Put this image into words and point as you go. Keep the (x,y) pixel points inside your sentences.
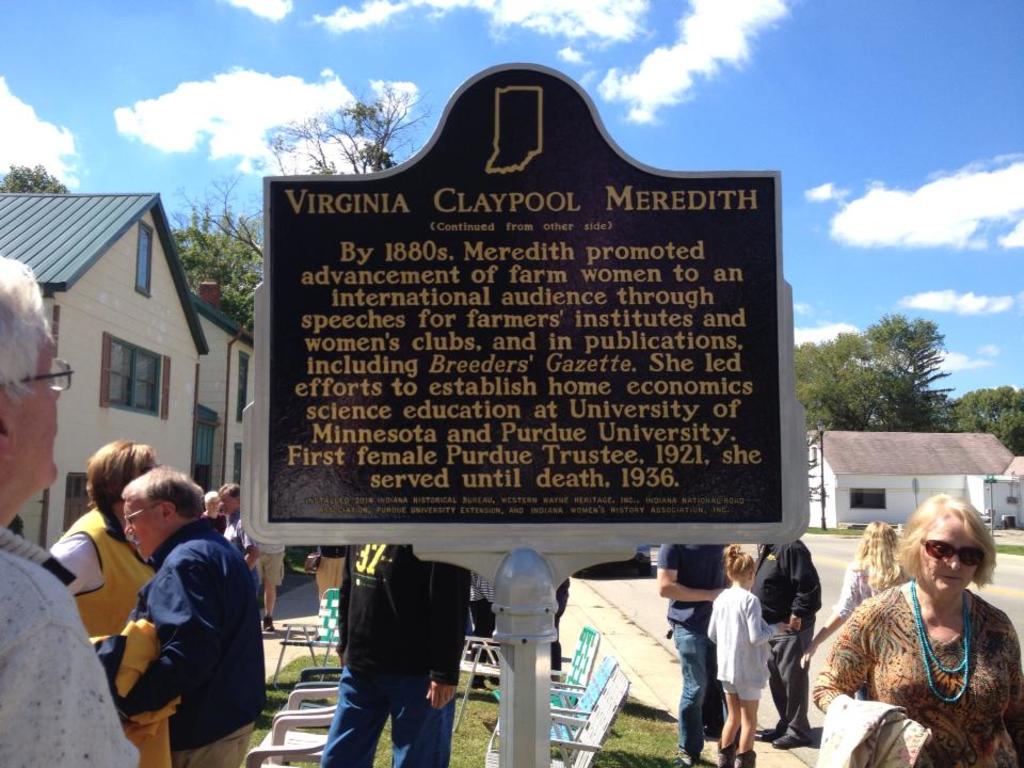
In the center of the image (406,472) we can see a board (457,201). On the board (643,387) we can see the text (636,301). In the background of the image (998,418) we can see the buildings (155,418), windows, trees (909,420), roofs (842,464) and some people (919,683) are standing. At the bottom of the image (290,750) we can see the chairs (291,723), grass (632,720) and the road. At the top of the image (996,187) we can see the clouds (415,90) in the sky (974,34).
